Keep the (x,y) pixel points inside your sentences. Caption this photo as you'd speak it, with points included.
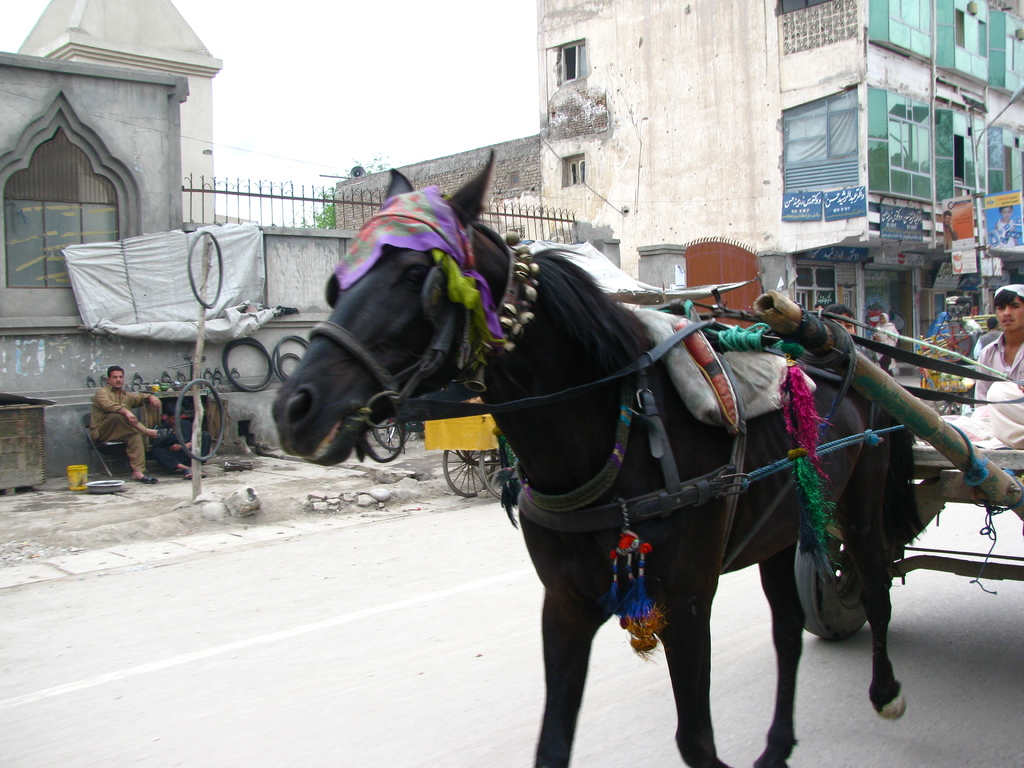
This picture is clicked in the city (547,431). The man (1000,422) in the white shirt (1021,380) is riding the horse cart (945,442). On the right side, we see people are standing. Beside them, we see a building (938,207) and a street light (976,195). We see banners (951,242). On the left side (103,401), we see a man (112,438) is sitting on the chair (103,447). Beside him, we see the tyres (203,408). Behind him, we see building (130,200) and a railing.
